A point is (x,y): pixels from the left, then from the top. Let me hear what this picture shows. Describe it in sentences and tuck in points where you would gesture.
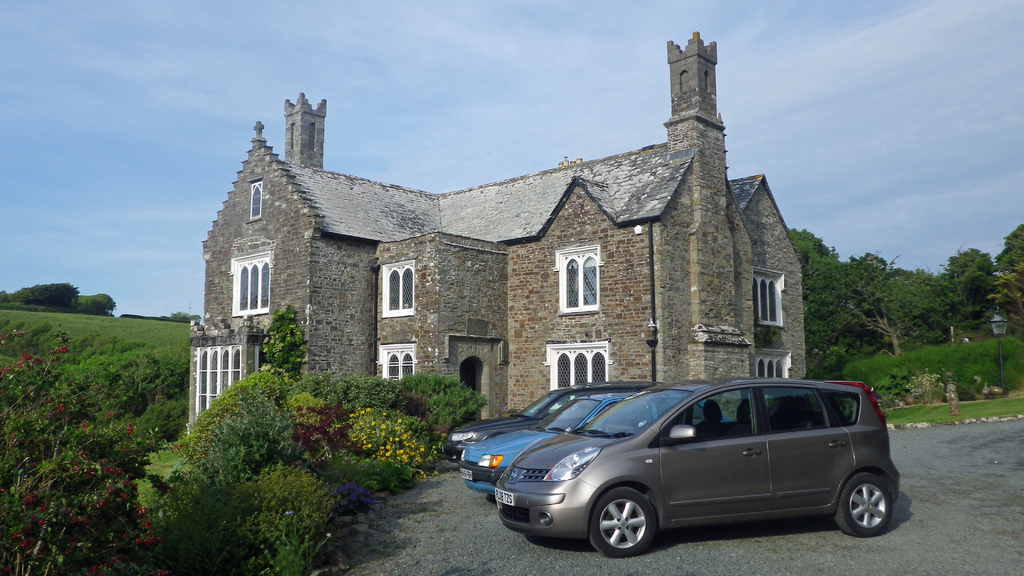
In the picture we can see some cars (675,510) are parked on the path (791,537) near the building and on the both the sides of the building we can see the grass surface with plants (884,385) and trees (984,260) and in the background (132,308) we can see the sky (132,308) with clouds (1010,97).
